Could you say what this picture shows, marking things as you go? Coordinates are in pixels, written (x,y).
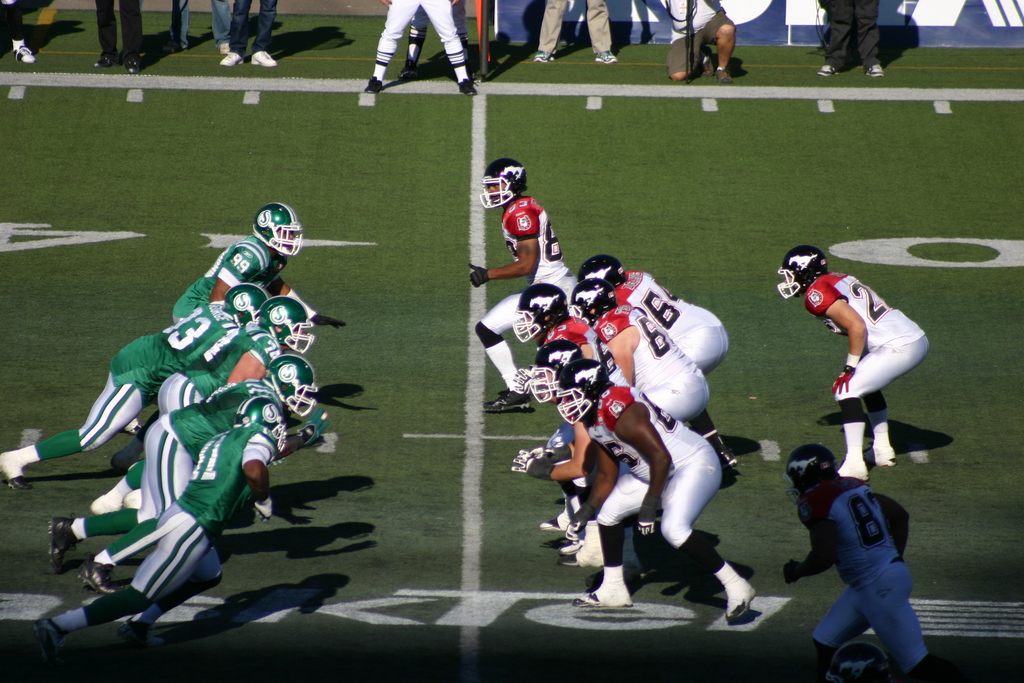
In this image I can see people (276,373) among them this people (493,275) are wearing helmets (302,325). I can also see lines (639,92) on the ground (306,146).
